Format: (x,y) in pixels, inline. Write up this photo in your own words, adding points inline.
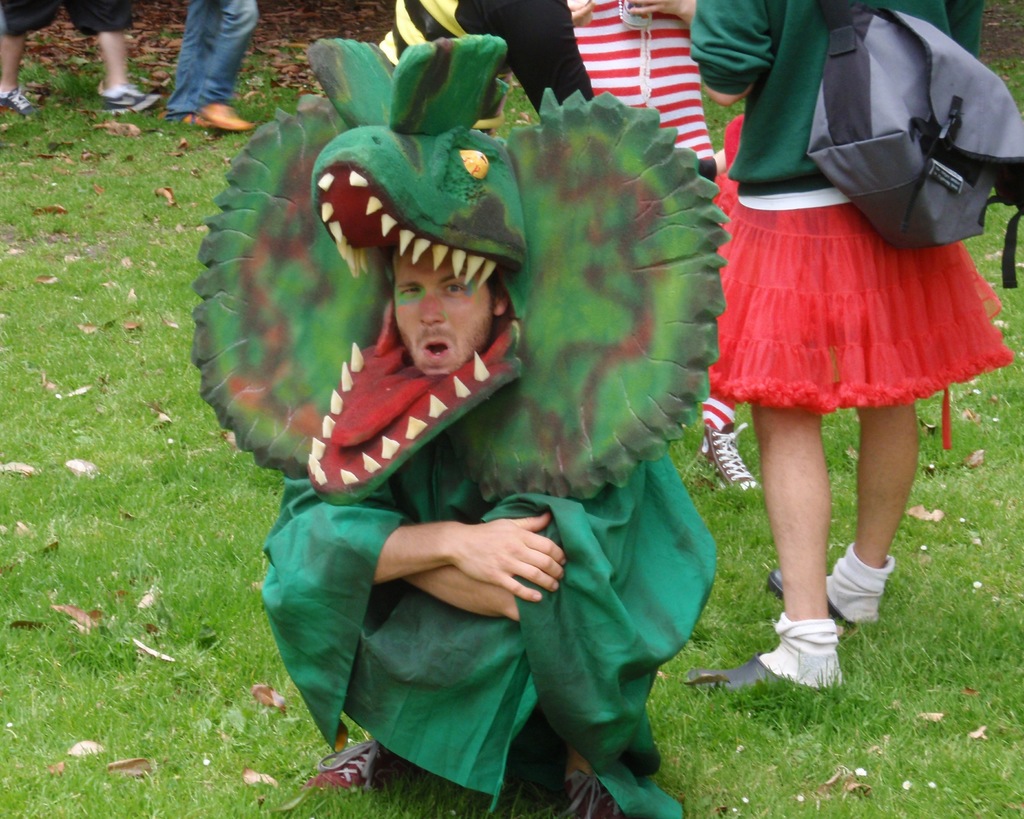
In the center of the image (437,503) we can see a person (449,406) wearing a costume (448,380). In the background (562,65) there are people (128,103) standing. At the bottom (192,684) there is grass (687,710).
